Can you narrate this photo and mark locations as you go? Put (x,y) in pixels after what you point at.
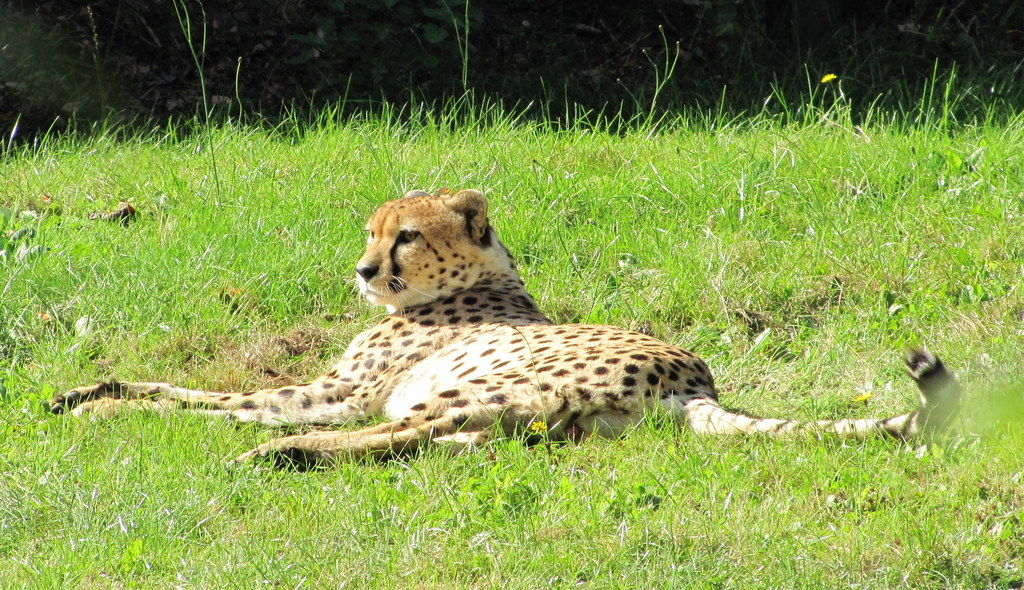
In the picture there is a cheetah (632,408) lying on the grass (21,435), beside there may be plants (9,139).
